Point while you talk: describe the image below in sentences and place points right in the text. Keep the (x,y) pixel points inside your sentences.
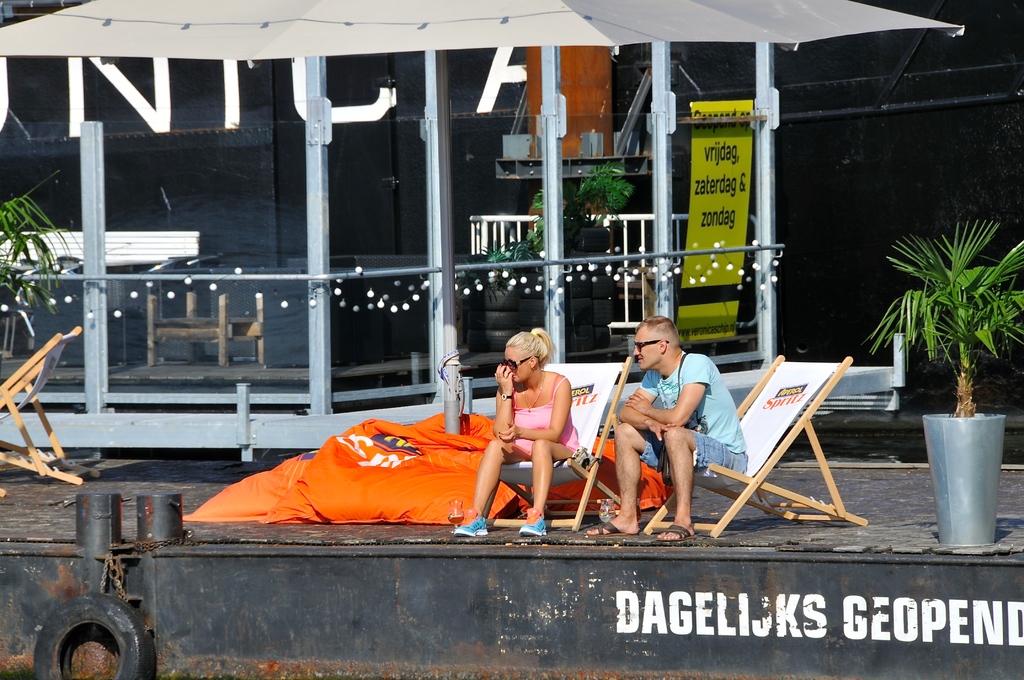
These two people (541,403) are sitting on chairs (593,393). Here we can see plant (955,287) and tire (96,606). Background (704,275) there is a banner (715,164), lights (765,285), tires (591,278) and plant (604,204).
